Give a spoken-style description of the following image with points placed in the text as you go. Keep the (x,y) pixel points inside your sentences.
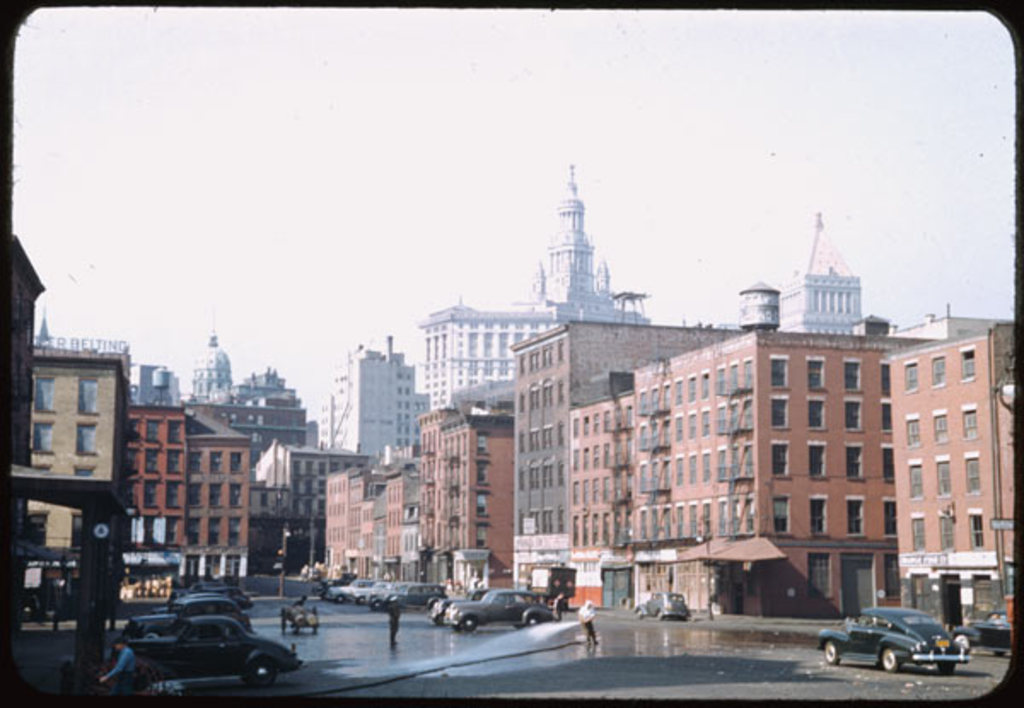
In this image there are vehicles (235,643) on the road (579,648) and there are persons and buildings (350,449) and there are boards (933,558) with some text (946,557) written on it.
